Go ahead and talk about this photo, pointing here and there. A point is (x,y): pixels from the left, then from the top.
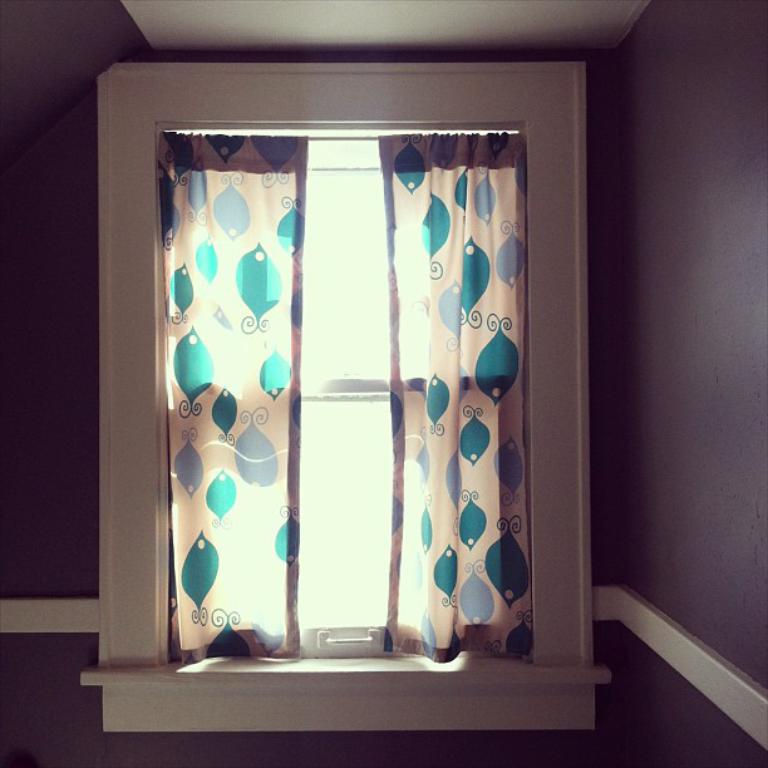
In the image there is a window (381,101) in the middle (278,329) with curtains (278,437) on the wall (623,420).
